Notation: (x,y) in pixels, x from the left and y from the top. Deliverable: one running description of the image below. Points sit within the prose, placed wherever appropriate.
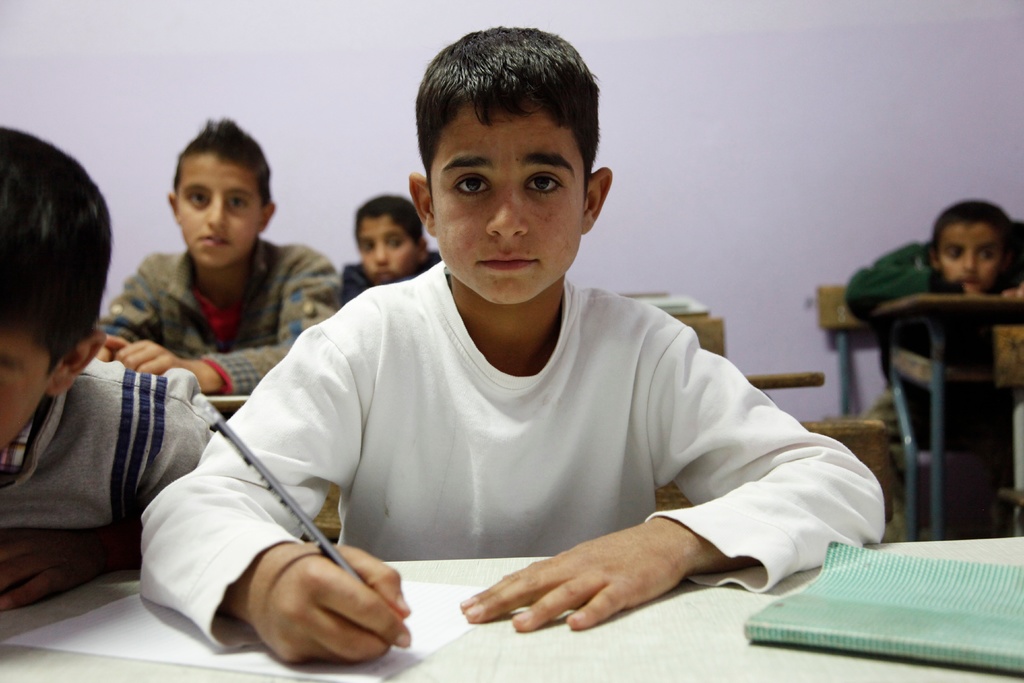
In this image I can see a person (360,550) sitting, wearing white color shirt (298,463) and holding a pencil (285,490). In front I can see a paper (464,596) and a book (788,638) on the desk (724,665), background I can see few other persons (193,368) sitting and wall (338,74) in purple color.
